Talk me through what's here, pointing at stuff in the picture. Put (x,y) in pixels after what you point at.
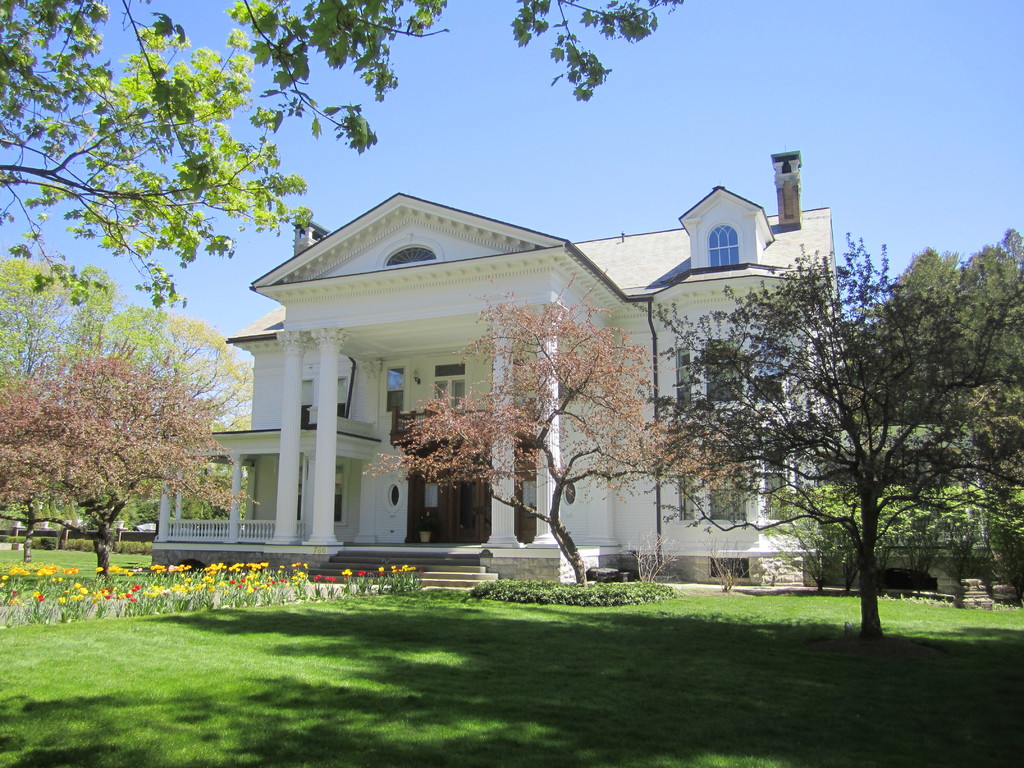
This image consists of a building (677,398) in white color. At the bottom (378,673), there is green grass (312,680). On the left (215,605), we can see flowers (38,605) in yellow and red colors. In the front (623,413), there are trees (441,396). At the top (634,123), there is sky (626,169).
